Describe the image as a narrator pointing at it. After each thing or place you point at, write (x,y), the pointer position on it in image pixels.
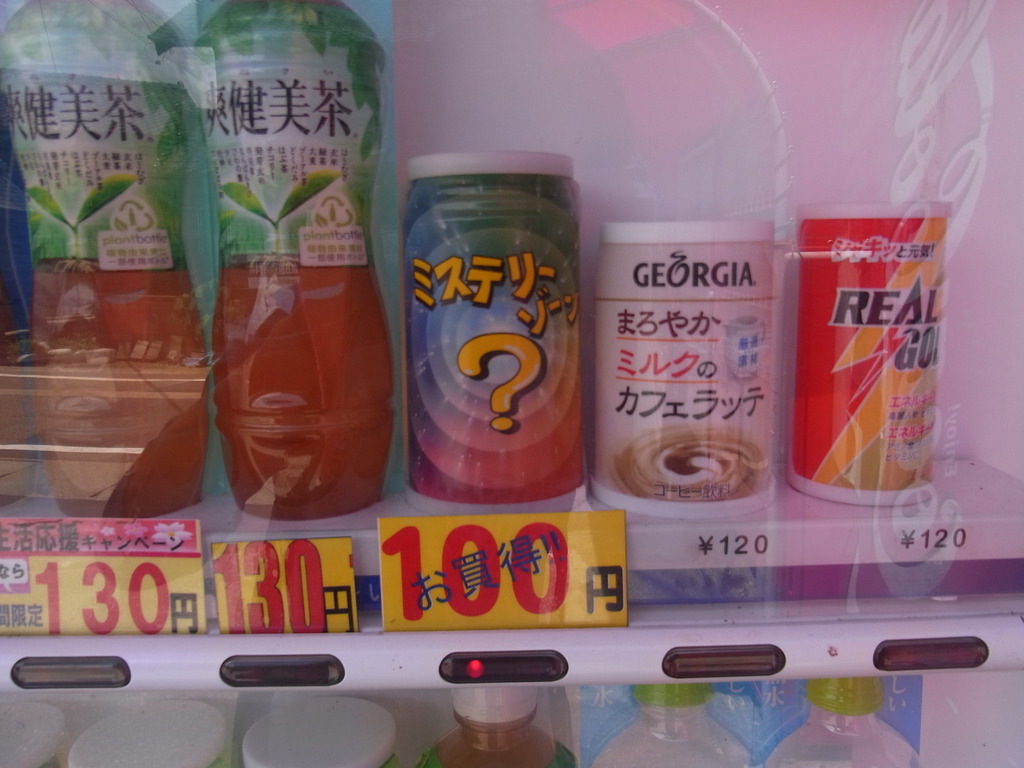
This picture shows a vending machine (498,65) in this machine (109,469) we see Juice bottles (307,482).
